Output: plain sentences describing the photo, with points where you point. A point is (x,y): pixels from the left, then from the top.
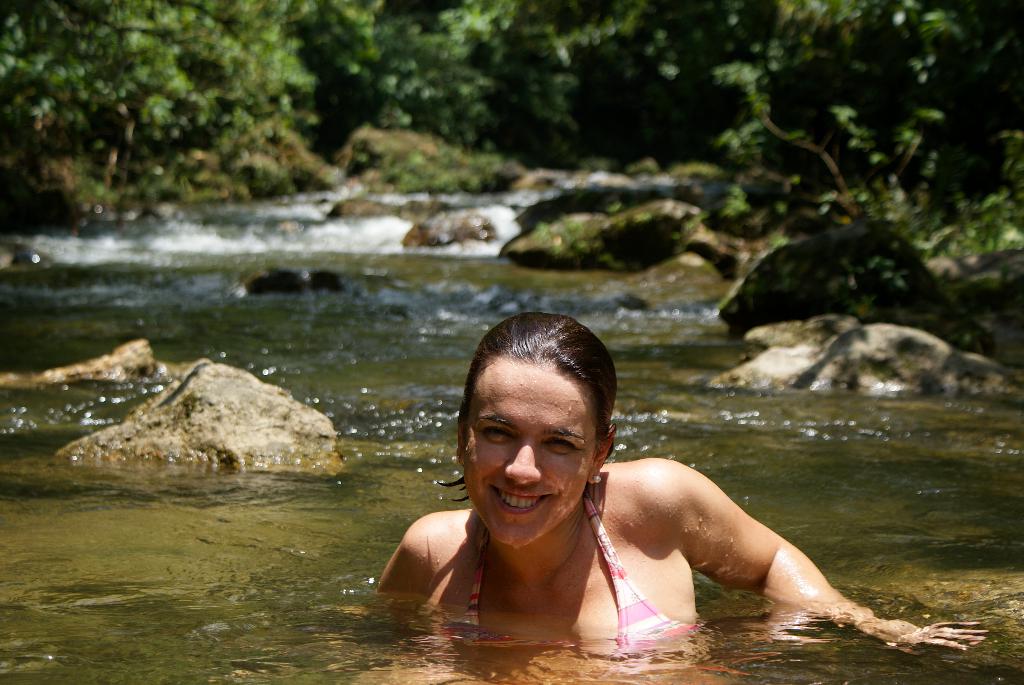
In this picture there is a girl (543,353) in the center of the image (581,454), in the water (625,414) and there are rocks (841,294) and trees (451,98) in the background area of the image (470,105).
